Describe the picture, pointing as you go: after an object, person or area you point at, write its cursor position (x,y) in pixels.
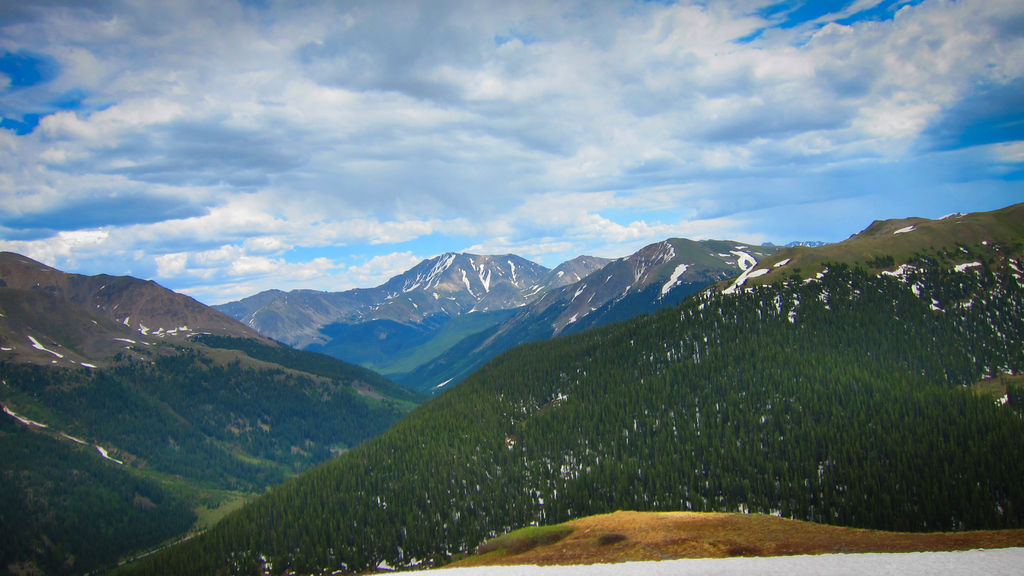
In the center of the image (675,242) there are mountains (497,466).
